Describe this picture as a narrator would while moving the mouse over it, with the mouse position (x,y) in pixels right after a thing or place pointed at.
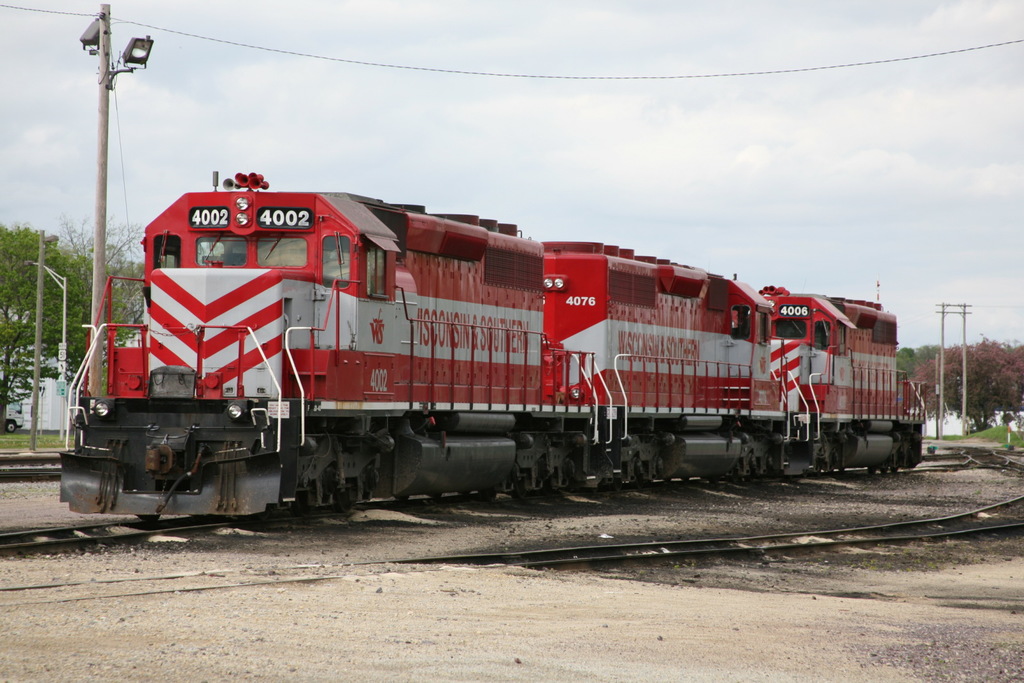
In this picture we can see a red train (540,289) on the railway track (658,480) surrounded by poles (942,318), trees (925,363) and wires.
